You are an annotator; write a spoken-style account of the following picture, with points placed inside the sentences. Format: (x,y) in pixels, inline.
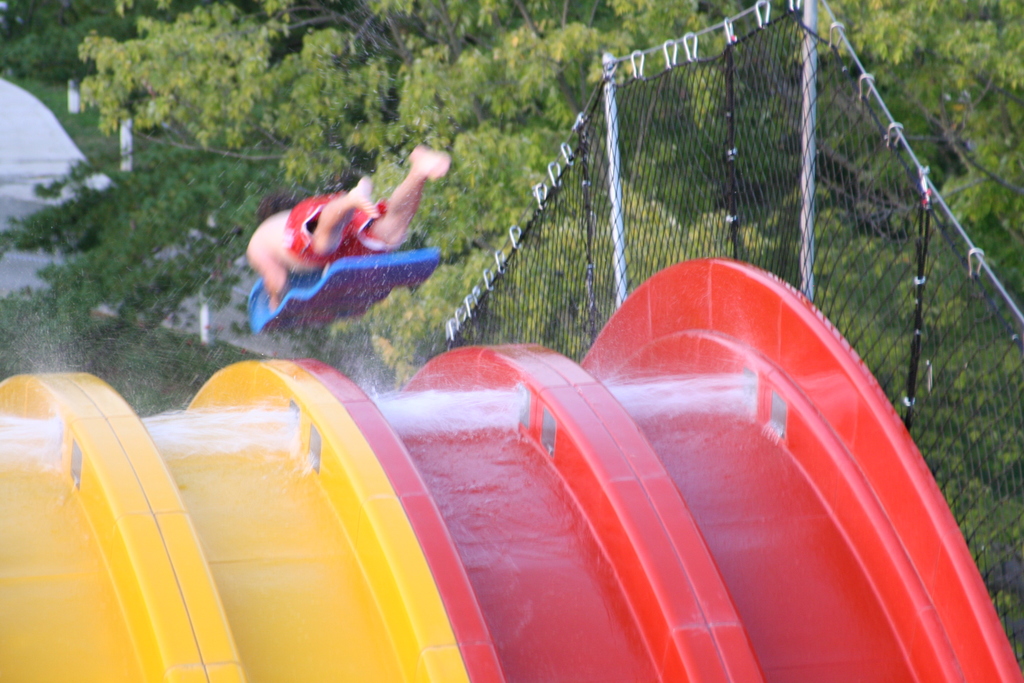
In this image there is a person (261,246) holding an object (343,265) is in the air above the water slider (444,494). On the right side of the image (849,234) there is a net fence (716,224) and trees (500,93).
